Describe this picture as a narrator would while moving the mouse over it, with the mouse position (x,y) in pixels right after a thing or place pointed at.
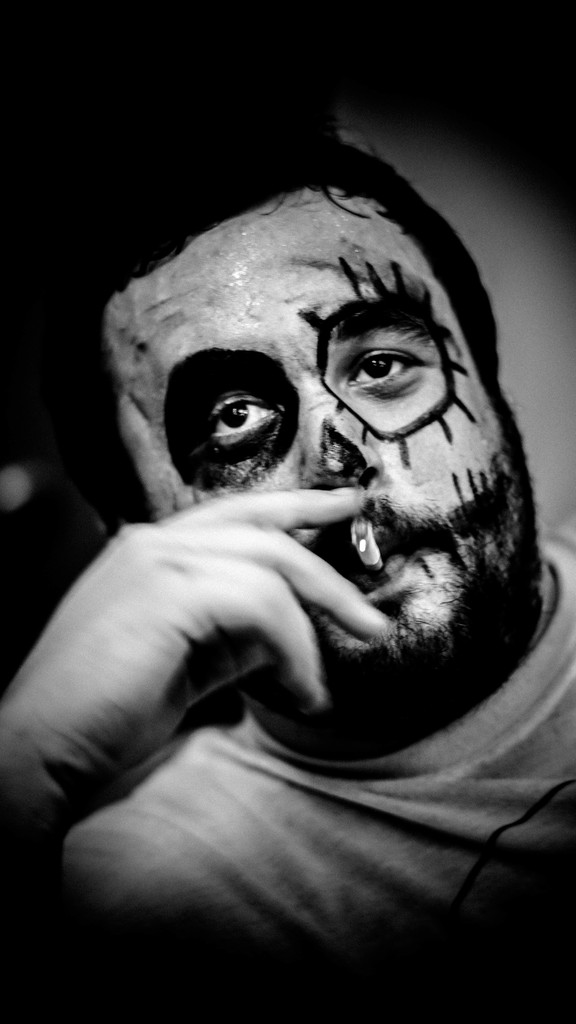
This is a black and white pic. Here we can see a man (322,365) smoking and also there is painting (211,409) on his face (319,278).
